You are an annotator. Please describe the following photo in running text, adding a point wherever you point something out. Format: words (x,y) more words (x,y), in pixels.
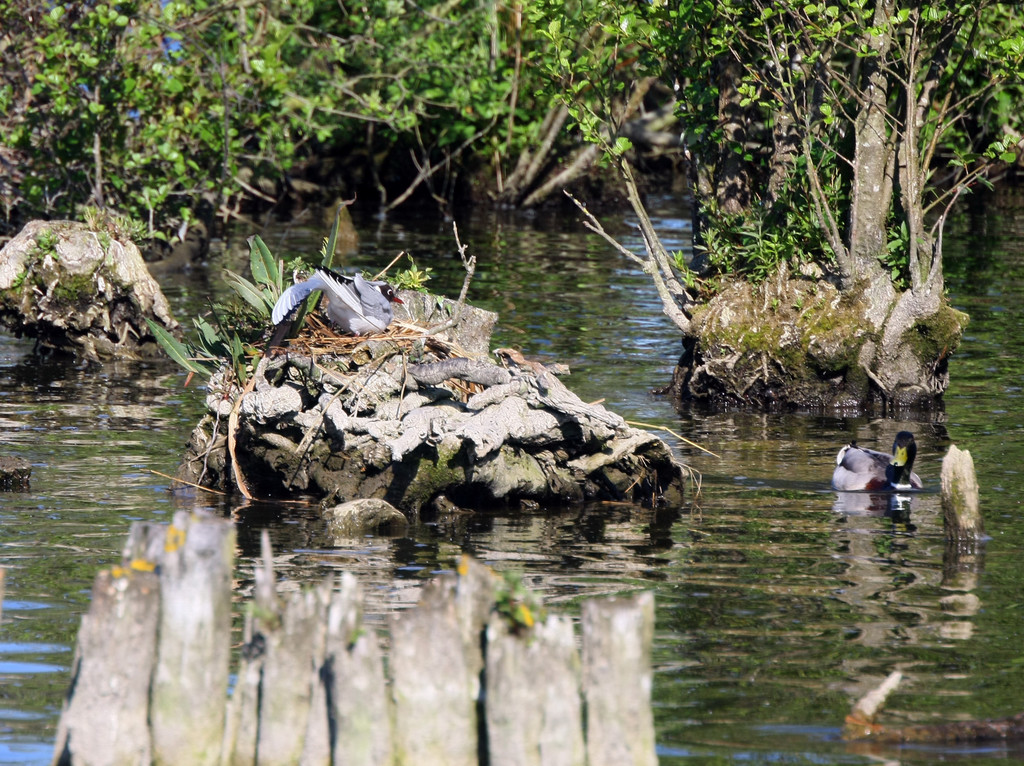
The picture consists of trees (422,408) and water (53,436). On the right (893,460) there is a duck (893,460). In the center of the picture (458,328) there is a bird (387,286), on the tree (328,376). The background (345,16) is blurred.
